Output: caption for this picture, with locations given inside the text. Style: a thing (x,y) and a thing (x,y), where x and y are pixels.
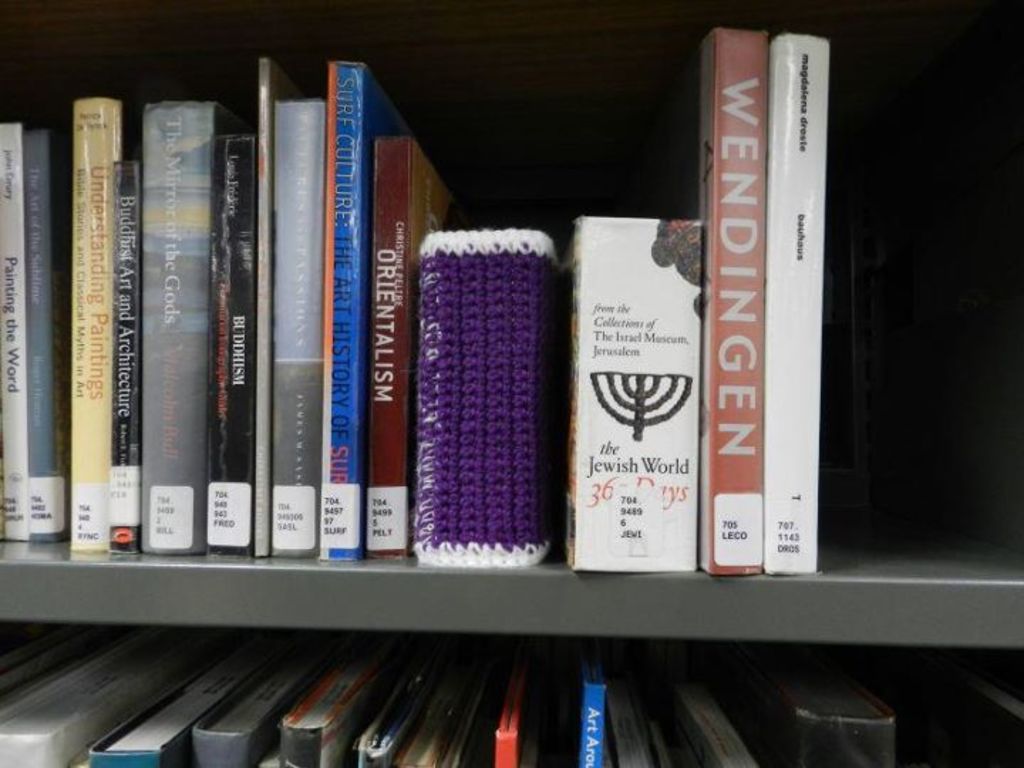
In this image I can see few books (314,466) in the racks (133,561) and the books (623,434) are in multi color.
